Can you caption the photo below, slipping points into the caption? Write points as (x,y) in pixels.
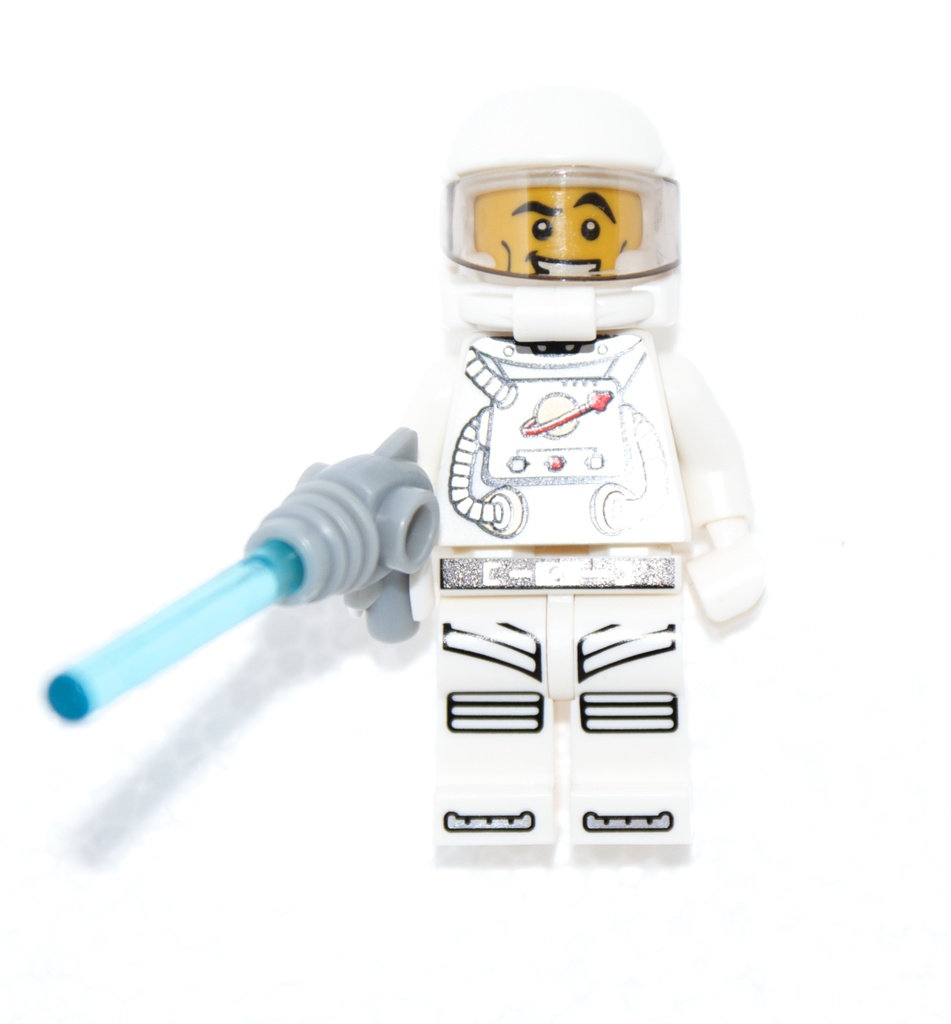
It is a toy (543,565) in the shape of an astronaut (636,501), it is in white color.
